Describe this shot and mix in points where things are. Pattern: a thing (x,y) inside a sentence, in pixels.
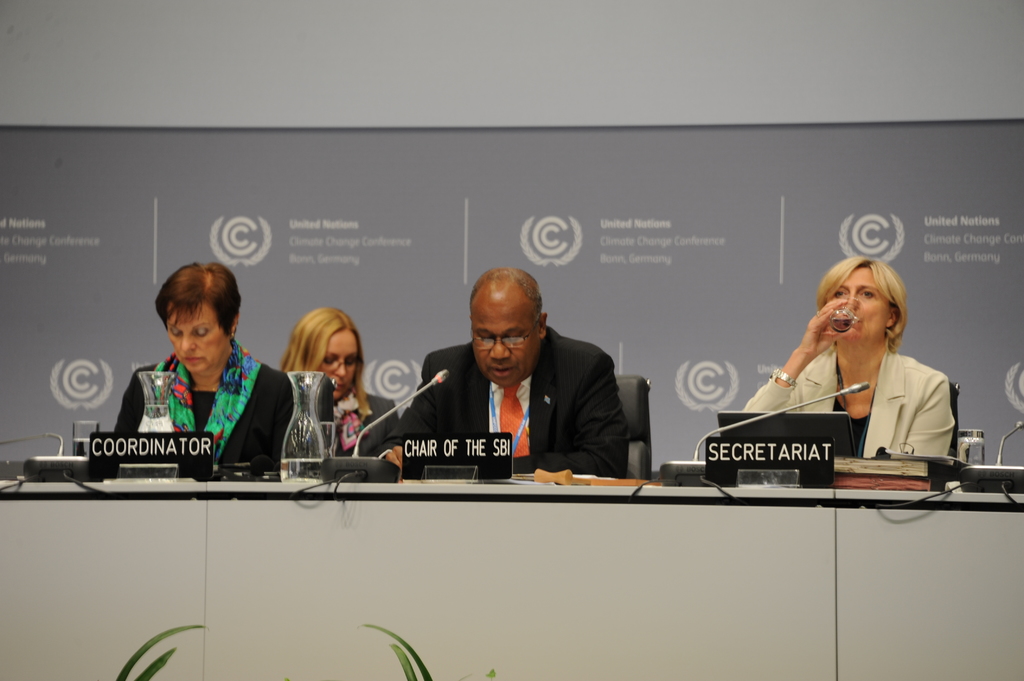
This picture is taken inside the room (145,462). In this image, we can see a group of people (502,424) sitting on the chair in front of the table (413,529). On the table (196,491), we can see two jars (153,430), microphone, board (476,455) with some text (491,444) written on it, electrical wires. In the background (328,238), we can see a hoardings (327,242) with some pictures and text (345,227) on it.
